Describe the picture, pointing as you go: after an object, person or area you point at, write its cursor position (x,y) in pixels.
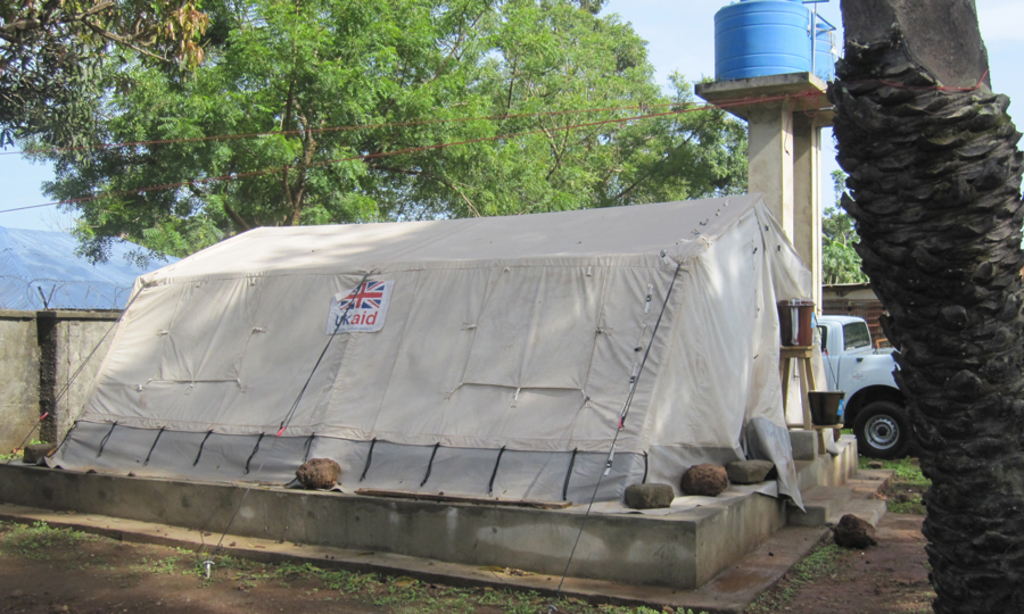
In this image I can see the ground (131,576), some grass (172,569) on the ground (787,580), a tree (1006,384), a tent (431,286) which is cream in color, a vehicle (867,373) which is white in color and a water tank (756,46) which is blue in color. In the background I can see few trees (447,60) and the sky (671,32).
